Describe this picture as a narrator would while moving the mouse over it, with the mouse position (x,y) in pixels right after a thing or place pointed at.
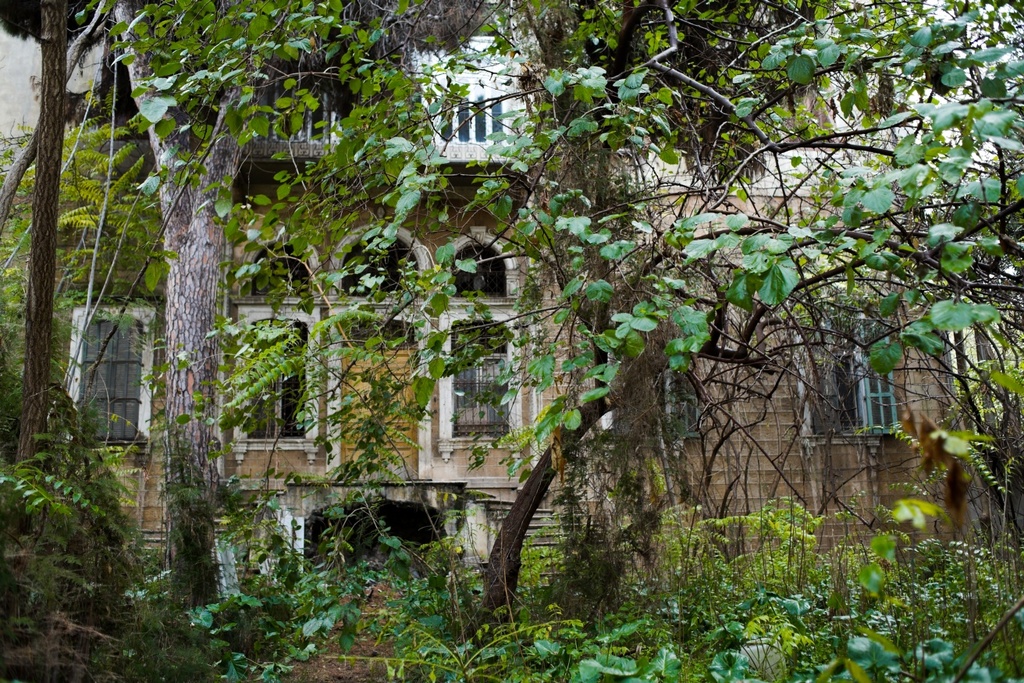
This image is taken outdoors. In the middle of the image (472,326) there are many trees (182,280) and plants (575,614) on the ground (352,652). In the background (122,344) there is a building (849,433) with walls (771,438), windows (847,363), railings (138,364) and a door (364,395).
